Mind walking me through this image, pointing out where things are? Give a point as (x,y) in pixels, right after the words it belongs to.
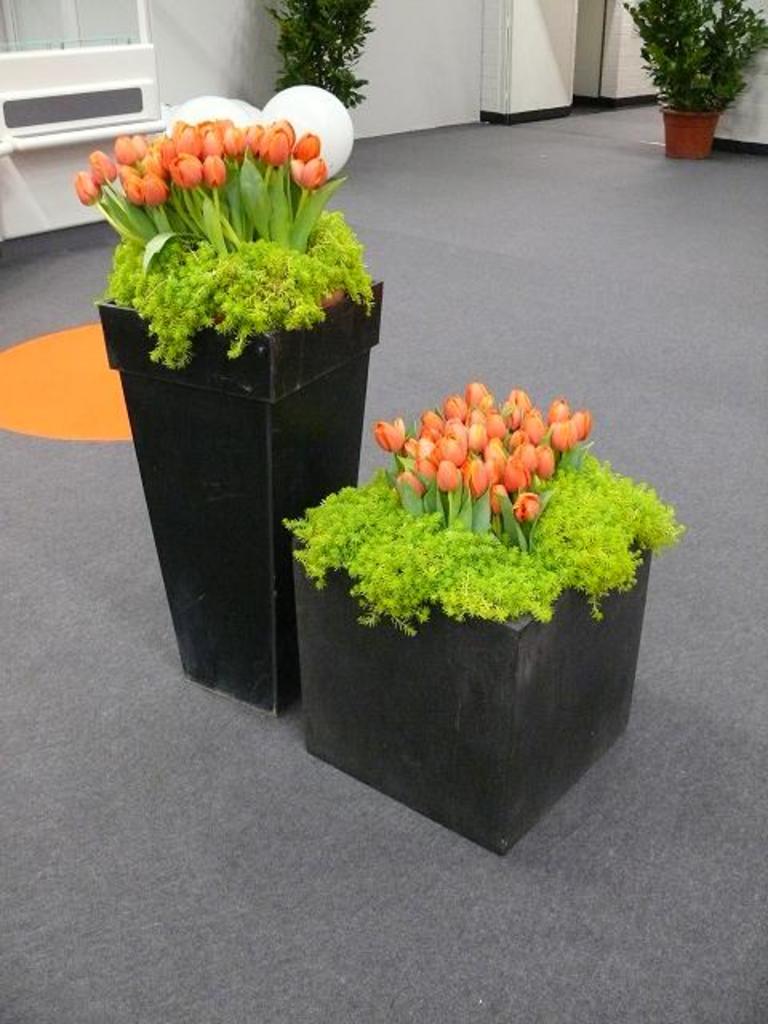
In this picture there are flower pots (276,542) in the center of the image (276,379) and there are other plants pots (649,74) at the top side of the image (300,63).
